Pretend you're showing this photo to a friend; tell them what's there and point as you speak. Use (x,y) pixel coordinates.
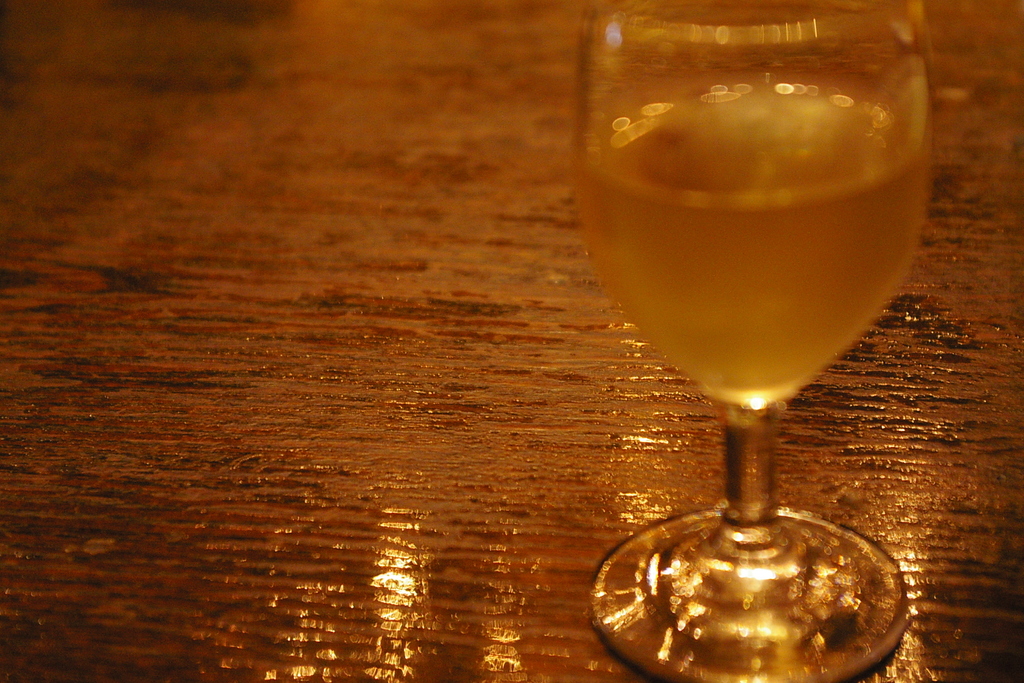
In this picture we can see a glass (712,274) with drink (749,269) in it.
